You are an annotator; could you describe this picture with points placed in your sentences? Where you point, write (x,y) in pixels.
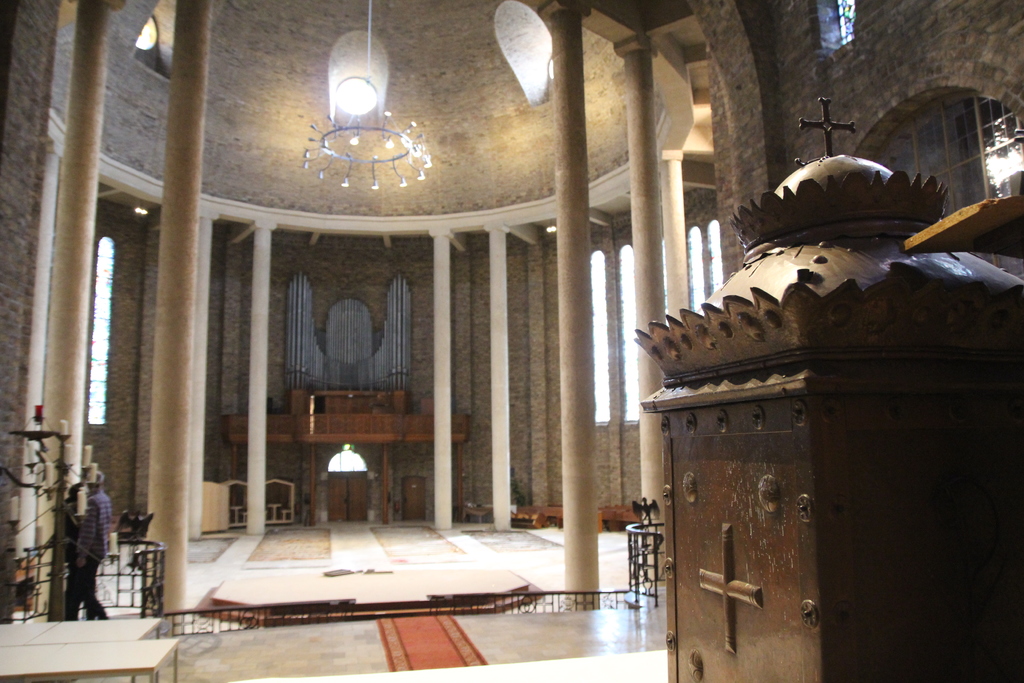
This image is taken from inside. On the left side of the image (95,520) there is a person (102,545) standing. On the right side of the image (921,443) there is a wooden structure (830,521). In the background (167,366) there are pillars (262,292) attached to the wall (552,384). At the top of the image (413,159) there is a lamp (356,146).
